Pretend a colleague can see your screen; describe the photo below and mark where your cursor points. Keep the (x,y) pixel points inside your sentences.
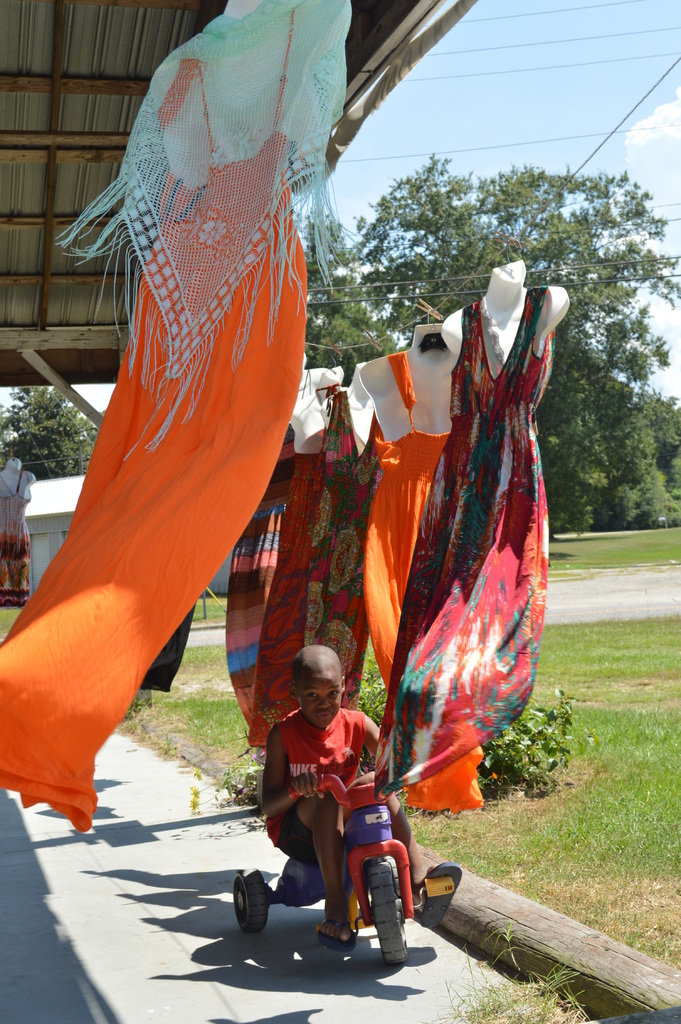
In the middle of the image (314,658) we can see a boy (342,892) is seated on the tricycle (363,902), behind the boy (342,876) we can find few mannequins (358,466), plants (570,721), wooden bark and grass (592,680), in the background (618,250) we can see few trees (551,455), cables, a house (57,486) and clouds (664,141).
